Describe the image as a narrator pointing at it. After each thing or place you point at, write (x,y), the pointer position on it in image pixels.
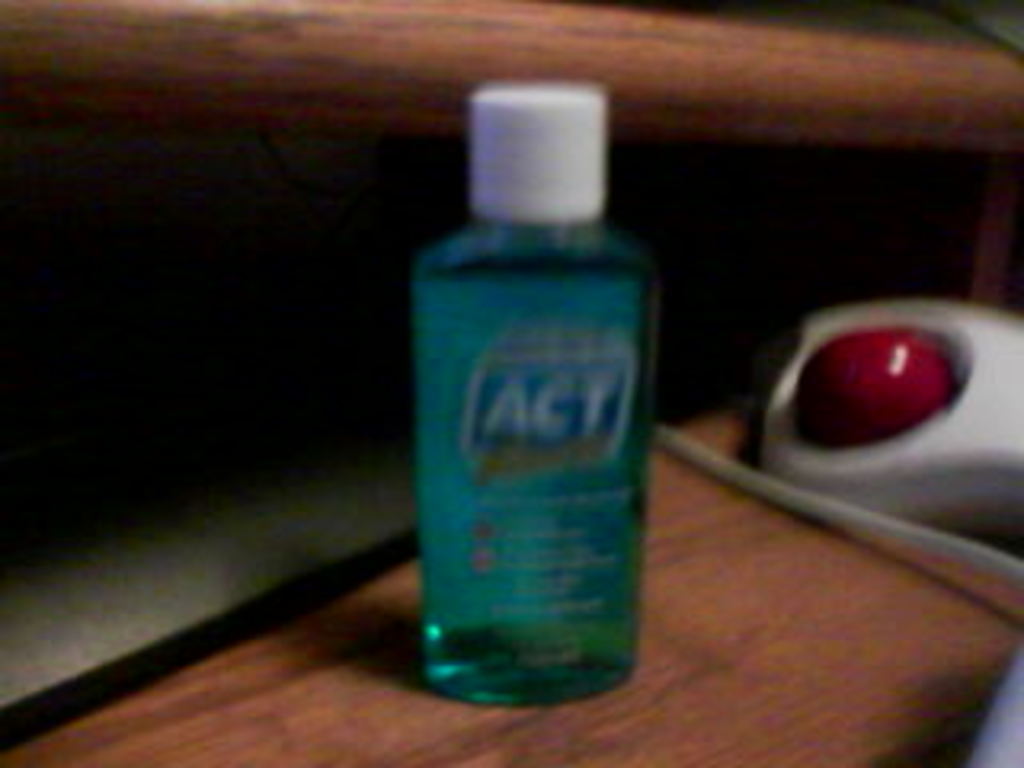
In the picture we can see a bottle (613,657) of liquid (501,304) which is blue in color placed on the wooden table (682,645) and just beside to it we can see a red color button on the white substance (944,452).
